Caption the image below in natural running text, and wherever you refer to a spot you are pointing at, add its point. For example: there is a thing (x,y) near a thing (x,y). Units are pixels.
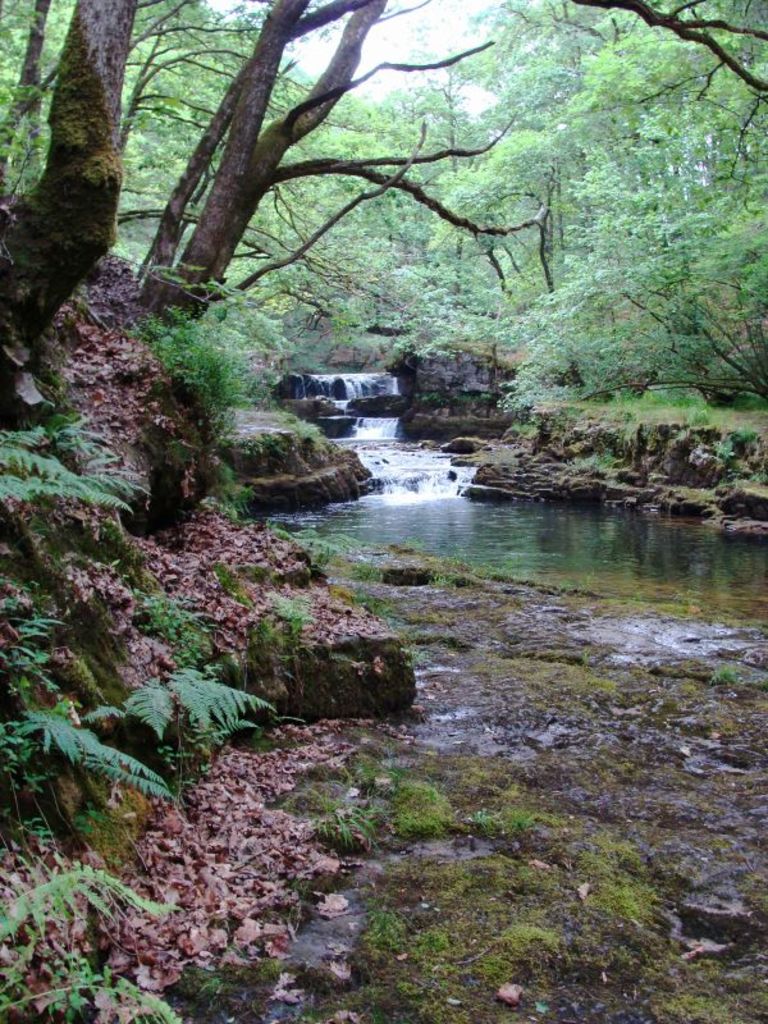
In the image we can see there is a small waterfall (421,464) and there is water (731,586) on the ground (331,729). There are dry leaves (256,858) on the ground (177,453) and there are trees (391,256).
